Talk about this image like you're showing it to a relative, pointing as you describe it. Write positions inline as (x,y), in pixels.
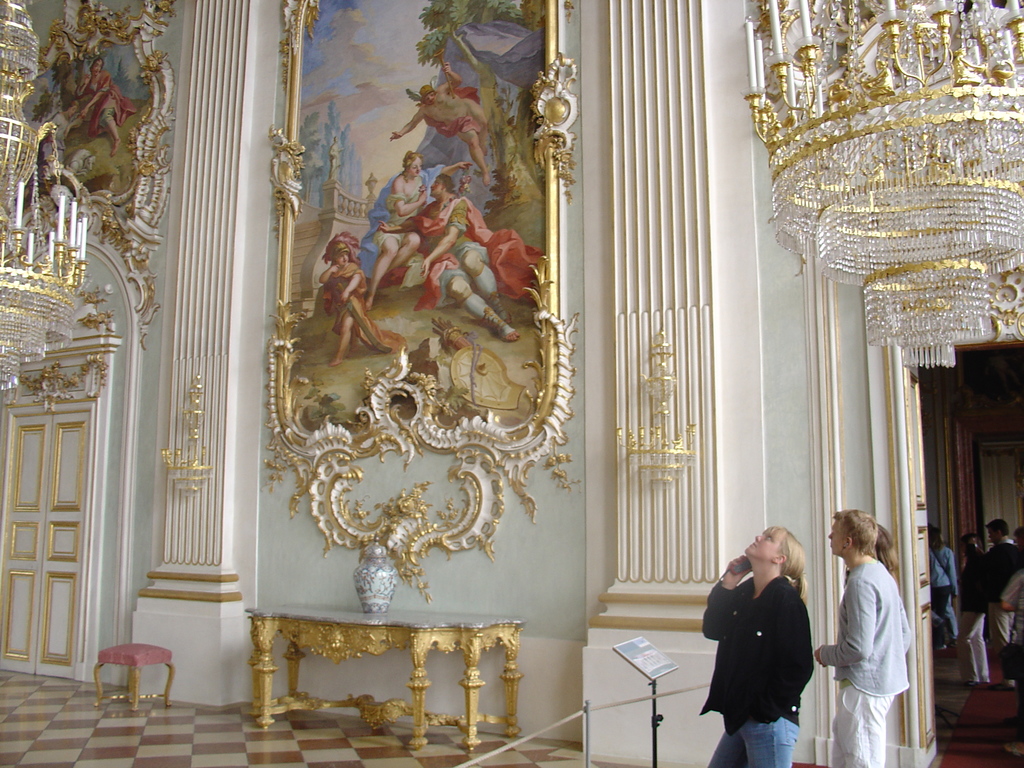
In this image, I can see the paintings (327,210) and designs (293,315) on the wall (237,467). On the left side of the image (69,553), I can see a door (45,473). There is a stool (138,677) and a object (372,594) on the table (427,684), which are placed on the floor (284,753). On the left (61,263) and right side of the image (890,163), I can see the chandeliers (890,163) hanging. At the bottom of the image (792,711), I can see few people (890,670) standing and a board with a stand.
